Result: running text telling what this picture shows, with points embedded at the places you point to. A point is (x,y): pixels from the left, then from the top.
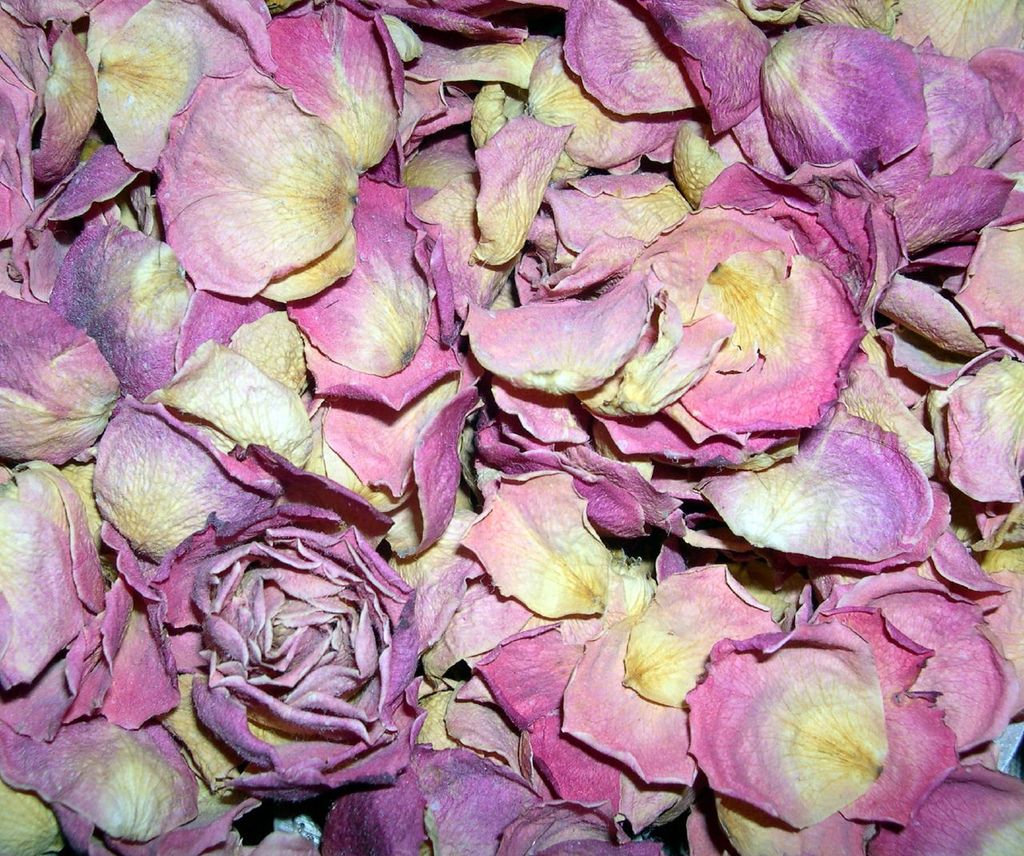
In this image, I can see the rose petals (470,610), which are dried. These rose petals (393,309) are pinkish in color.
